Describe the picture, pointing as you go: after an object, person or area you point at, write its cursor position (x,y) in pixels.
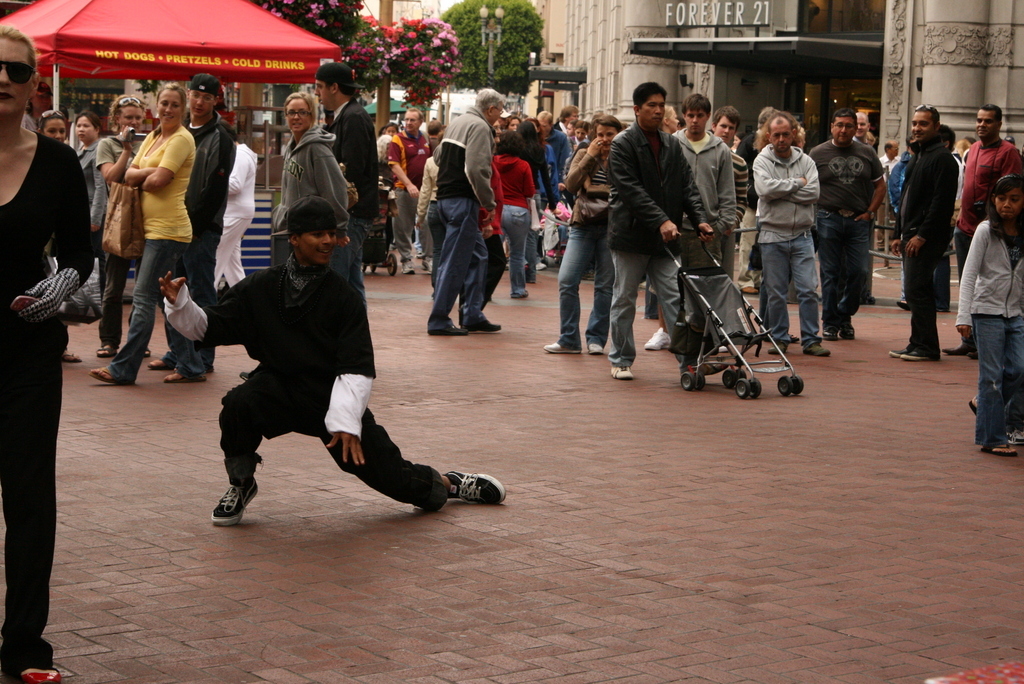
In this image we can see so many men (748,186) and women (42,255) are standing on the road (584,561). Background of the image (323,52) we can see tree (480,38), building (594,48) and shelter (137,42).
